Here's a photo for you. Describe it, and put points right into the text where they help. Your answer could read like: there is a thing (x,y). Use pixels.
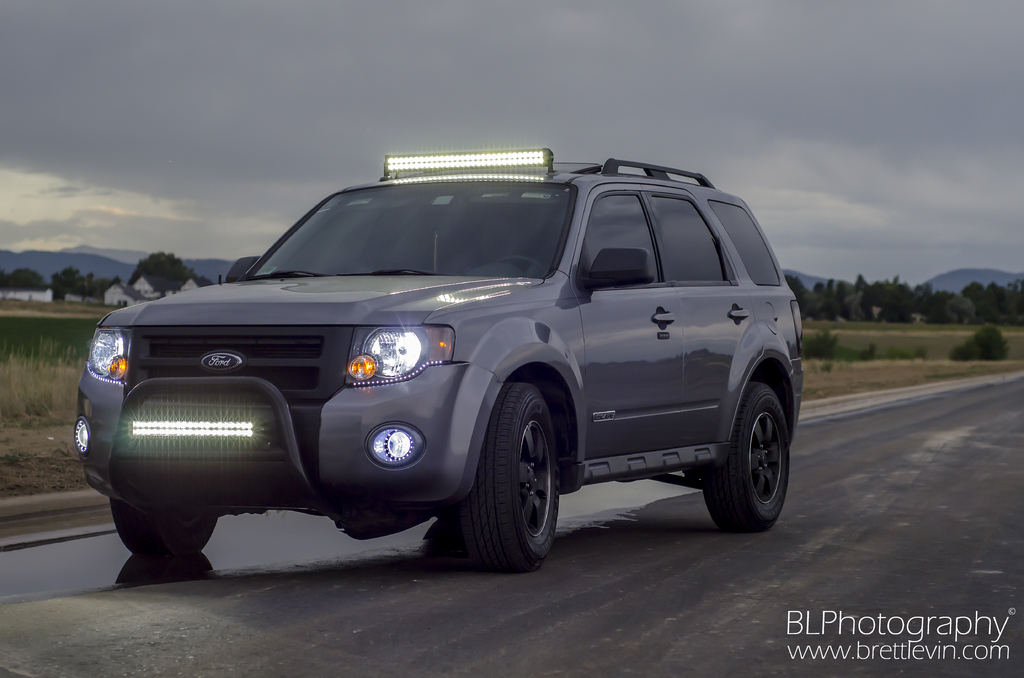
In the image there is a car (371,320) on the road (218,599) and in the background (45,331) there are plenty of trees (842,287) and grass (50,354).
